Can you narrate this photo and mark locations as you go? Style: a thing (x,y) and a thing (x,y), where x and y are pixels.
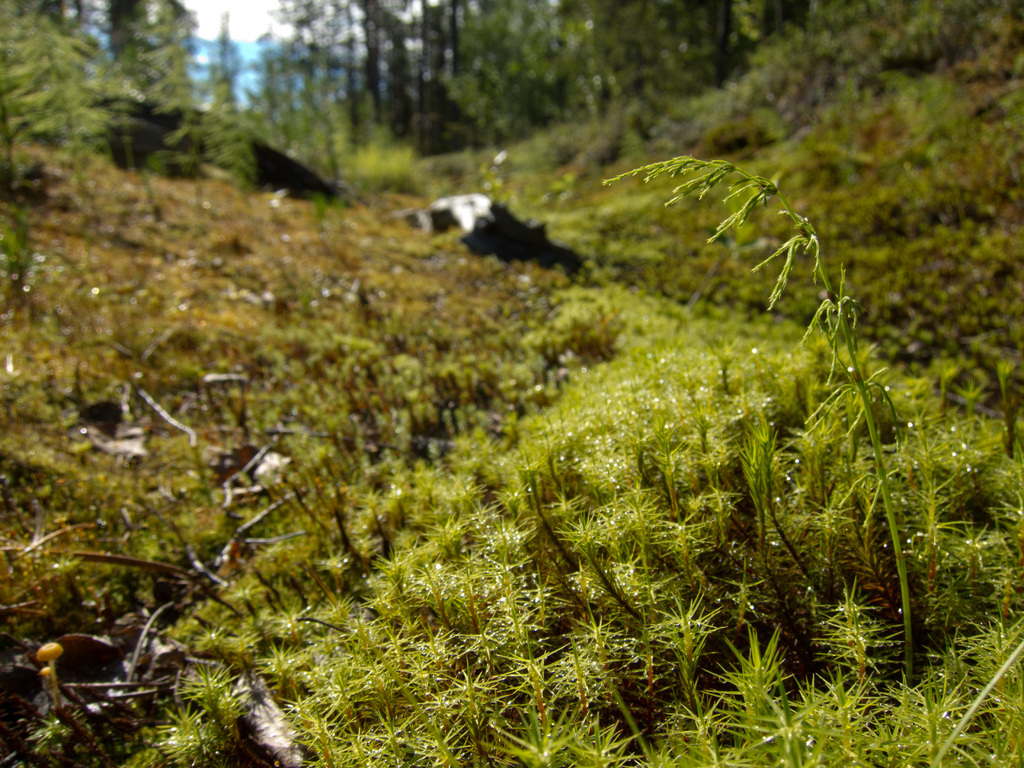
In front of the picture, we see the plants (598,551), shrubs (746,691) and the twigs (191,584). In the middle (382,288), we see the grass (297,212) and the rocks (417,221). There are trees (420,92) and the sky (261,20) in the background (349,121).
